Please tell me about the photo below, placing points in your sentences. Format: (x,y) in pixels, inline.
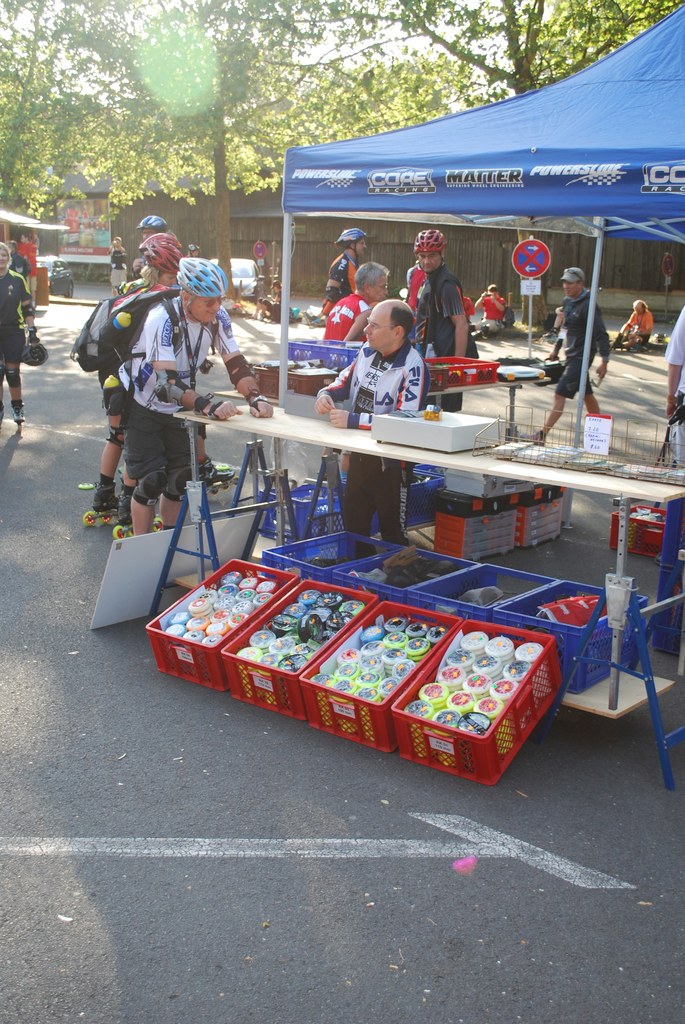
In this picture we can see a tent (371,159), on the right side (621,643) we can see trays (460,622) and a table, there are some boxes (471,669) present on these trays (455,606), we can see some things (517,459) on the table (483,454), there are some people (460,315) in the middle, some of them wore helmets (159,263) and skates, in the background (582,36) we can see trees (516,38), signboards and a hoarding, we can also see some people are sitting in the background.
